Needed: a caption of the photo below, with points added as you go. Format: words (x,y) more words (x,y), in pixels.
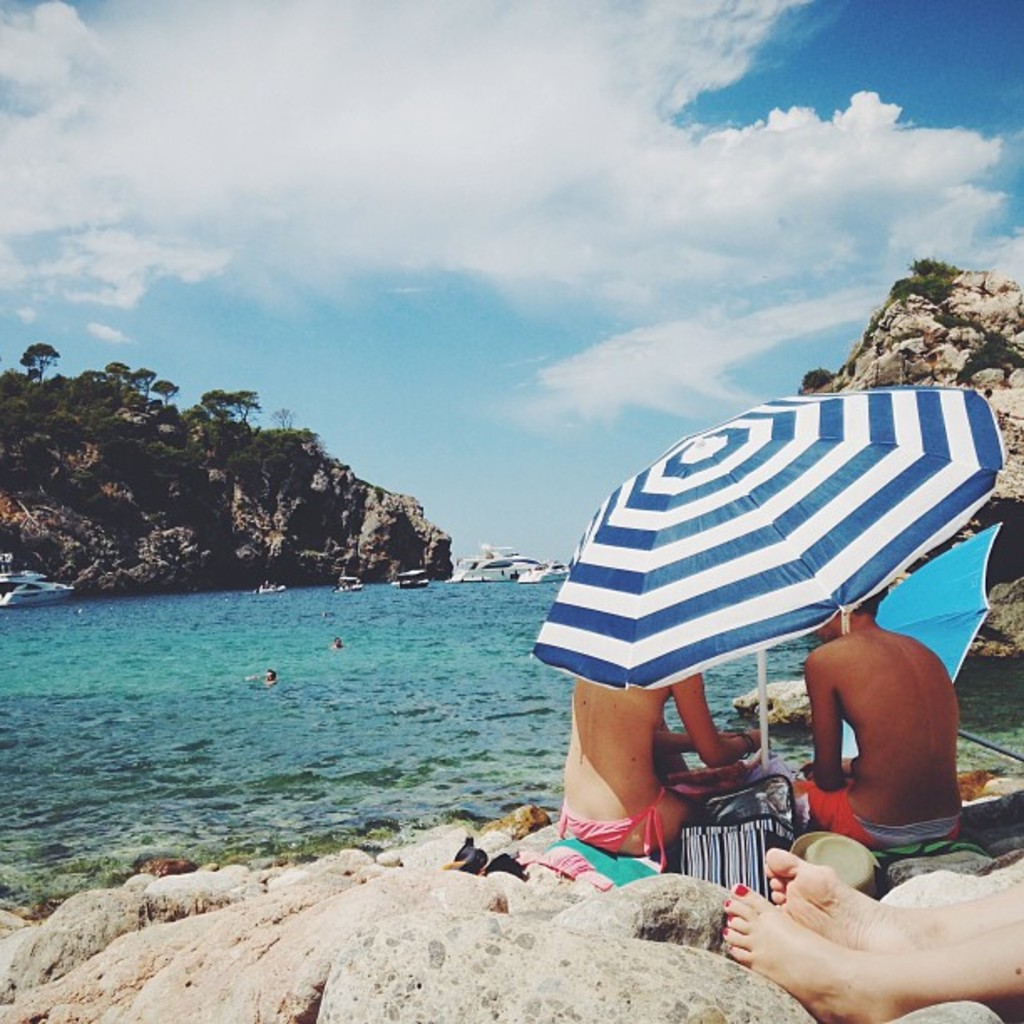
There are two persons (624,753) sitting on the clothes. Here we can see legs (910,919) of a person (901,921). There are rocks (752,997), bag (770,830), hat (834,851), umbrellas (709,580), water (475,739), ships (415,575), trees (238,402), and few persons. In the background (561,302) there is sky (762,271) with clouds (758,315).
